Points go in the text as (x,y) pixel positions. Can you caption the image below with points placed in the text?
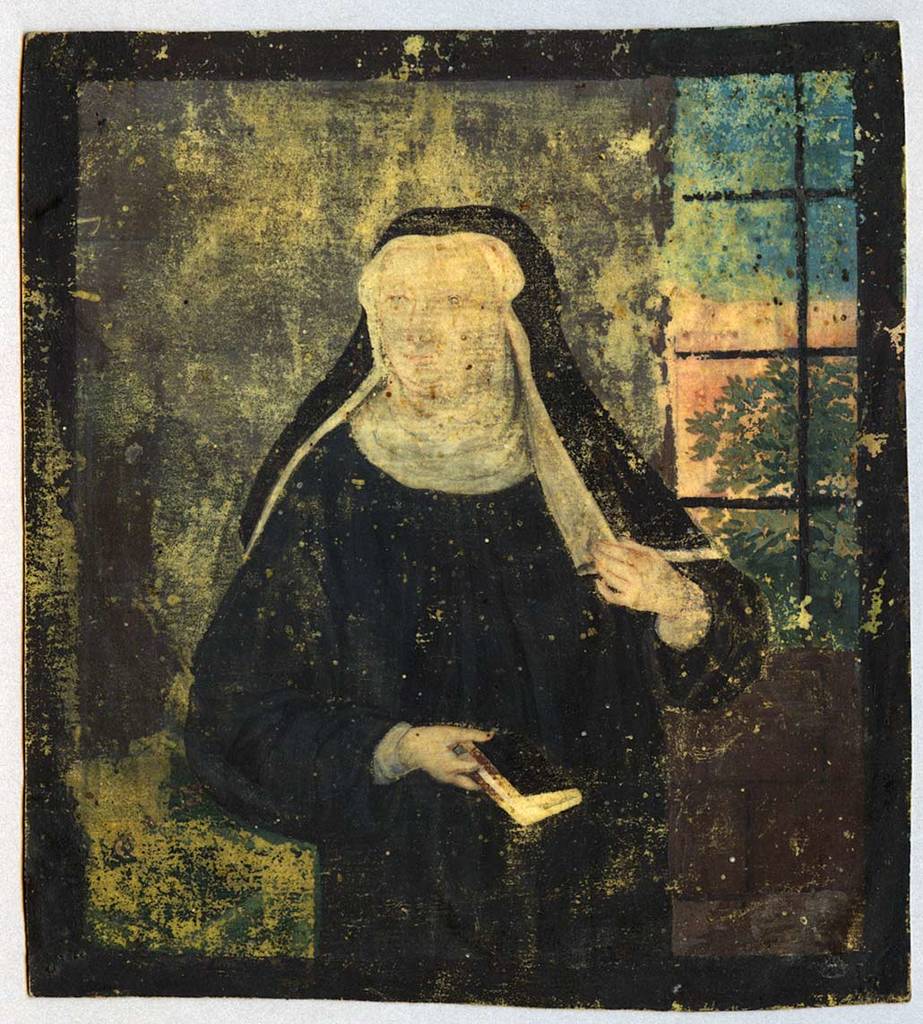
This is a painting. In this painting we can see there is a woman (596,604) in a black color dress (571,595), watching something. In the background (584,213), there is a wall (282,174) of a building (282,174) having a window (818,507). Through this window (792,207), we can see there are trees (797,599) and a plant (785,424).
